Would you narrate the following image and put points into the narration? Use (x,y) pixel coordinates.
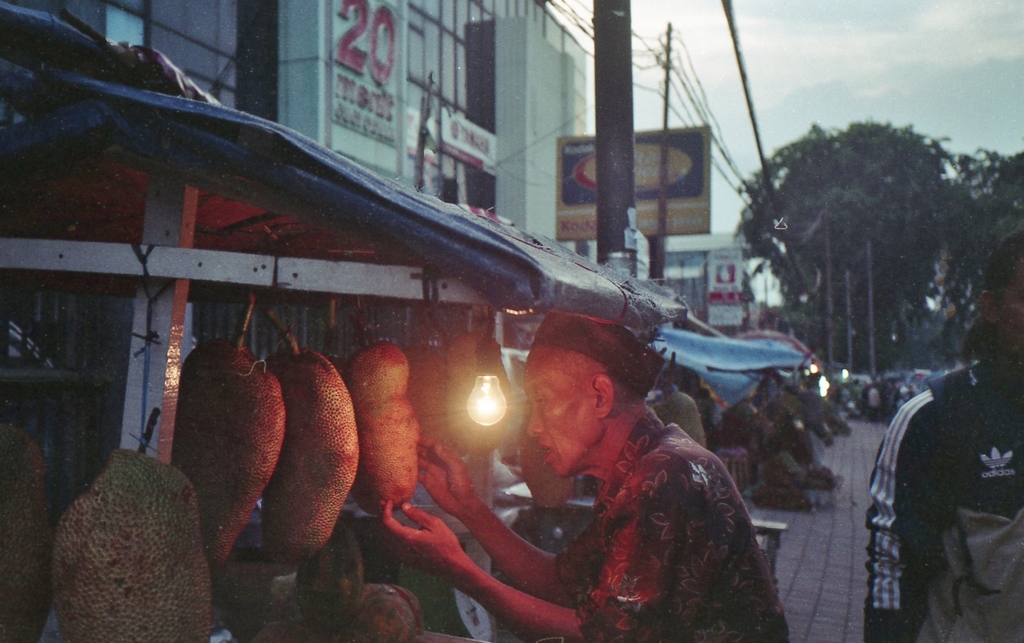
In this picture I can observe an old man (544,337) in the middle of the picture (570,407). In front of him there are jackfruits (303,478) and a bulb (493,409). In the background (451,1) I can observe buildings (572,116), trees (855,180) and sky (819,80).
